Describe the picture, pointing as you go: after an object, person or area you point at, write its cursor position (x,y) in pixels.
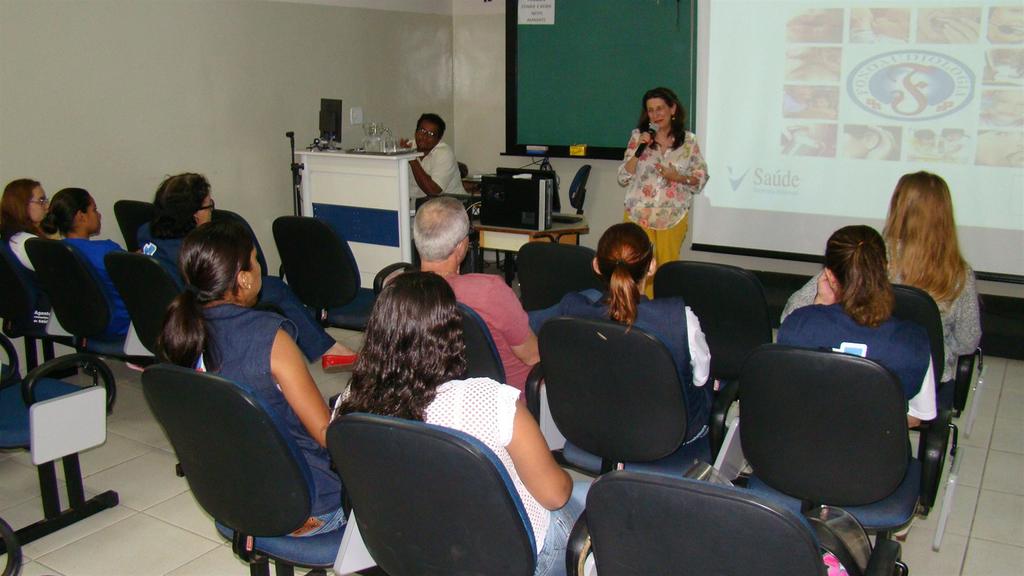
This picture is taken in a classroom (552,352). On the top (680,134) there is a woman (662,133) wearing floral top (641,209) and holding a mike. Beside her there is a man (427,115) sitting beside the table (378,154). On the table (395,157) there is a monitor (337,136), glasses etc were placed. At the bottom (288,474) there are chairs (332,439). Some are occupied with the people (175,205). All the people (253,314) in the chairs (533,268) are facing backwards. At the top right (742,83) there is a projector screen (752,135) and a board (657,78).
